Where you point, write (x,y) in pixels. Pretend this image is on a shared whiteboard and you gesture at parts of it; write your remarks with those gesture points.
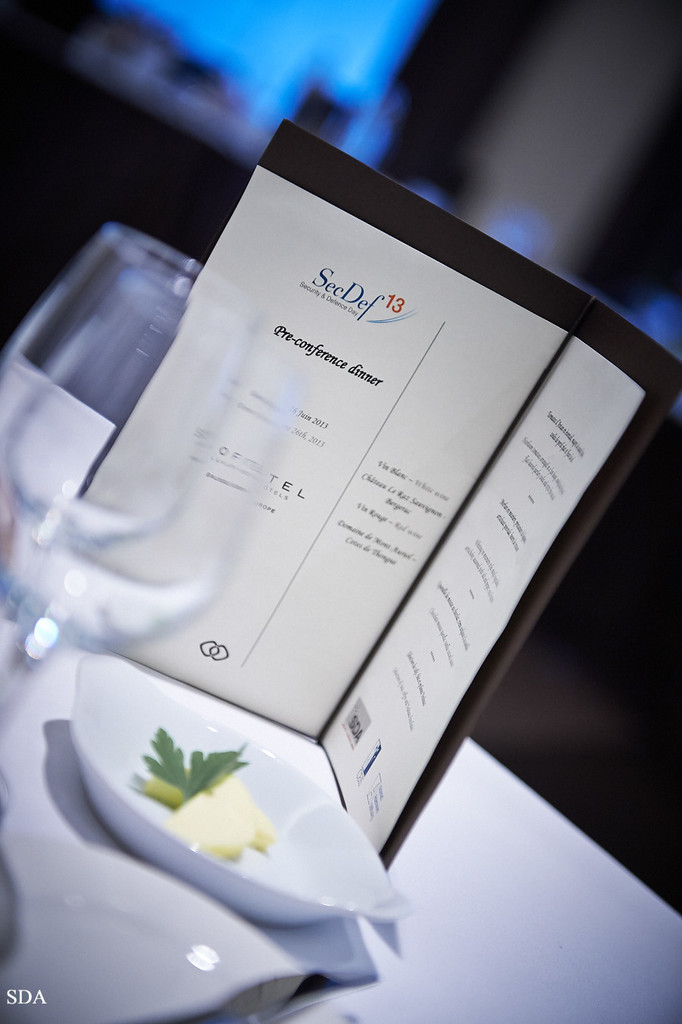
In this picture we can see a table (517,937), there is a tray (353,970), two glasses (118,327) and a card (472,458) present on the table (586,927), we can see a bowl (320,827) in this tray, there is some text (401,498) on this card (494,483), we can see pieces of butter (257,821) present in this bowl (234,744), there is a blurry background (339,118).
